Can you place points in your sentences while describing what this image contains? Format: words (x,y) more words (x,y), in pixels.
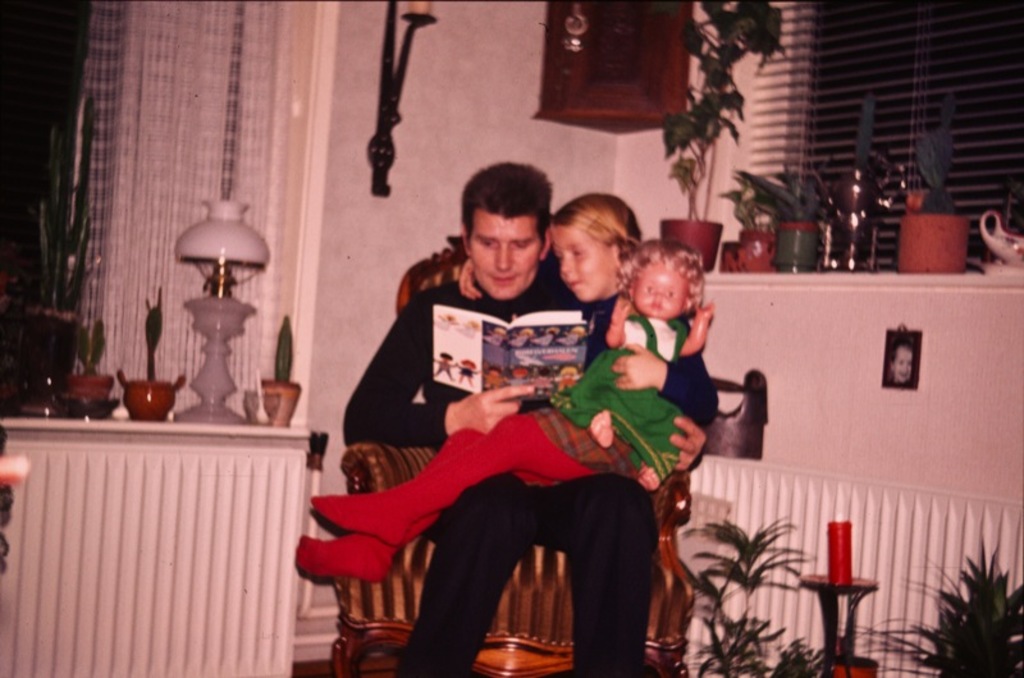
This is the picture of a room (168,232). In this picture there is a person (456,629) sitting and holding the girl (453,475) and book (507,318) and the girl (486,469) is sitting and holding the toy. On the left side of the image (49,248) there are plants (49,248) on the table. On the right side of the image (745,222) there are plants (682,240) on the wall (808,300). At the bottom (763,582) there are plants (962,600) and there is a candle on the table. At the back (390,92) there is an object (376,133) and there is a cupboard (556,109) on the wall (485,113) and at the back (987,117) there is a window (987,117).
